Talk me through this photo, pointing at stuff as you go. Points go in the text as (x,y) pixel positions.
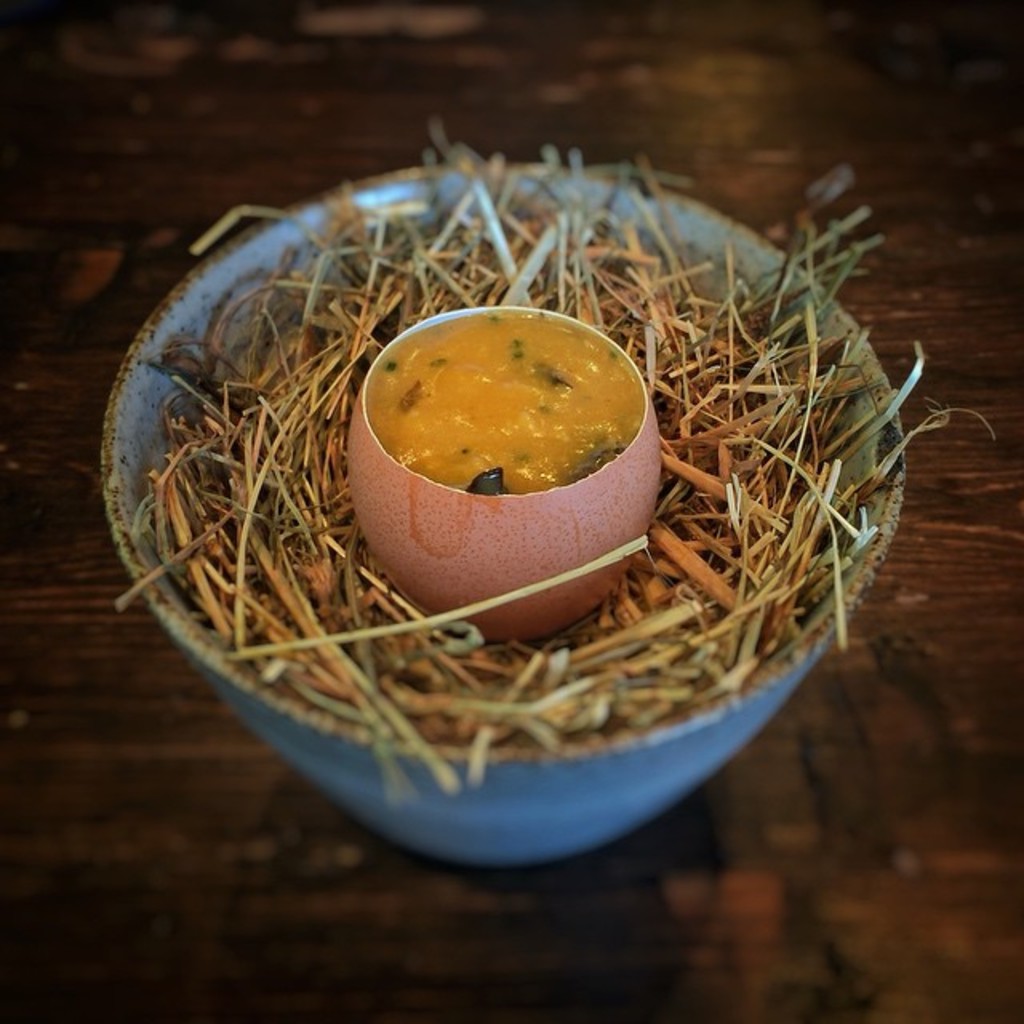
In this image I can see the blue color bowl (433,820) on the brown color table (773,834). In the bowl (512,829) I can see sticks (704,618). On the sticks (730,546) I can see another bowl (515,560) with food (527,447).
